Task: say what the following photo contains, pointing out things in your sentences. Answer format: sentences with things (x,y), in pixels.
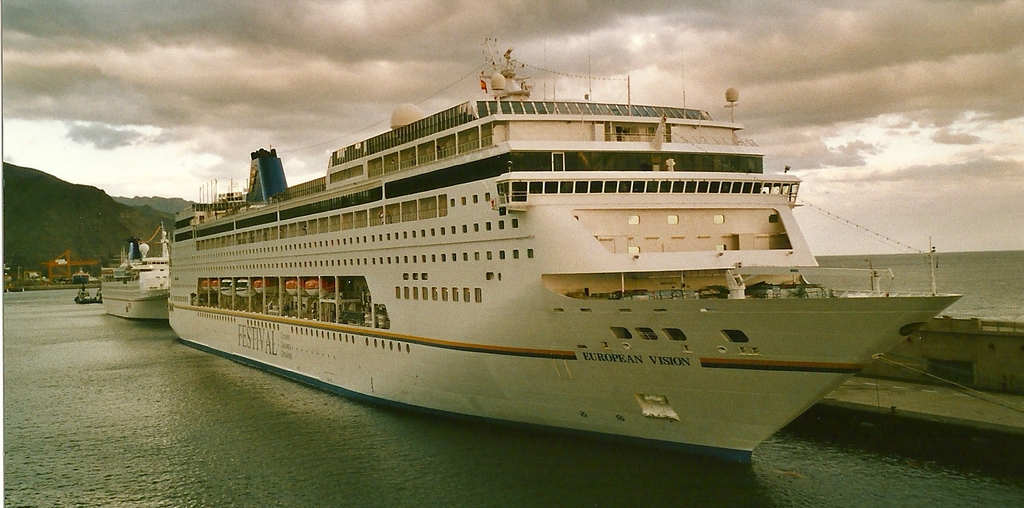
There is a ship (326,248) with windows (323,261) and something written on that. And it is on the water (481,424). In the back (112,299) there is another ship (140,274). Also there are many other things (96,282). In the background (368,77) there are hills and sky (811,87).
